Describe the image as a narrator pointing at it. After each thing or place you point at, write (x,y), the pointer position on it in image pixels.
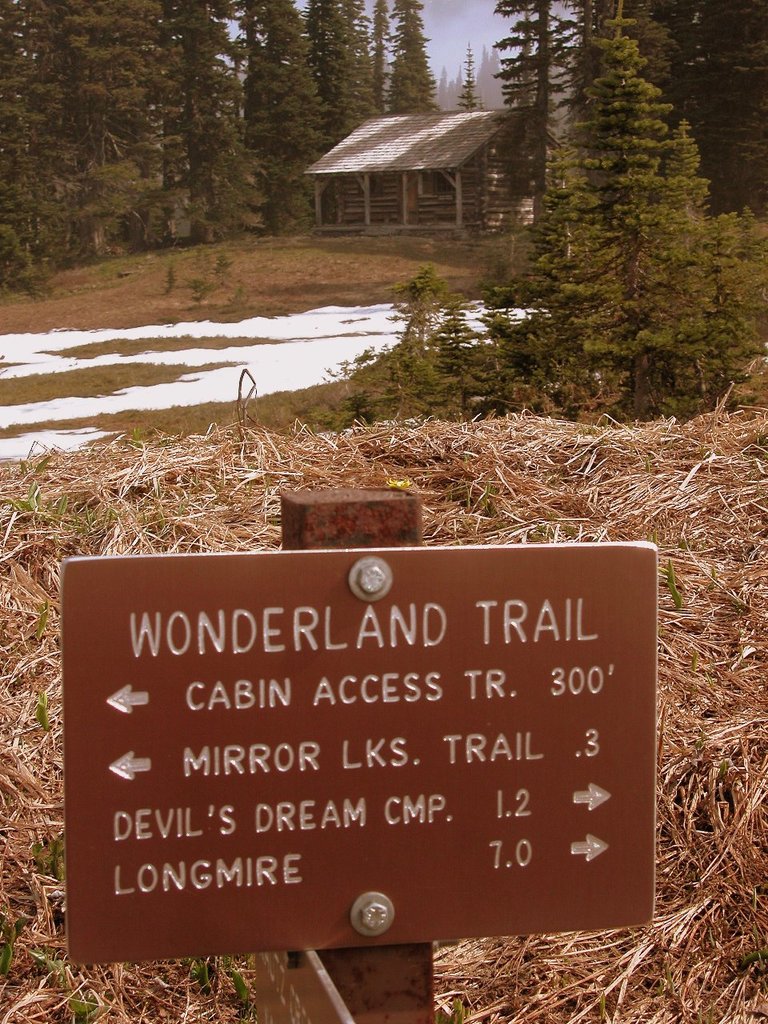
There is a sign board (600,809), grass (361,250), trees (276,147) and a shed (484,157).
